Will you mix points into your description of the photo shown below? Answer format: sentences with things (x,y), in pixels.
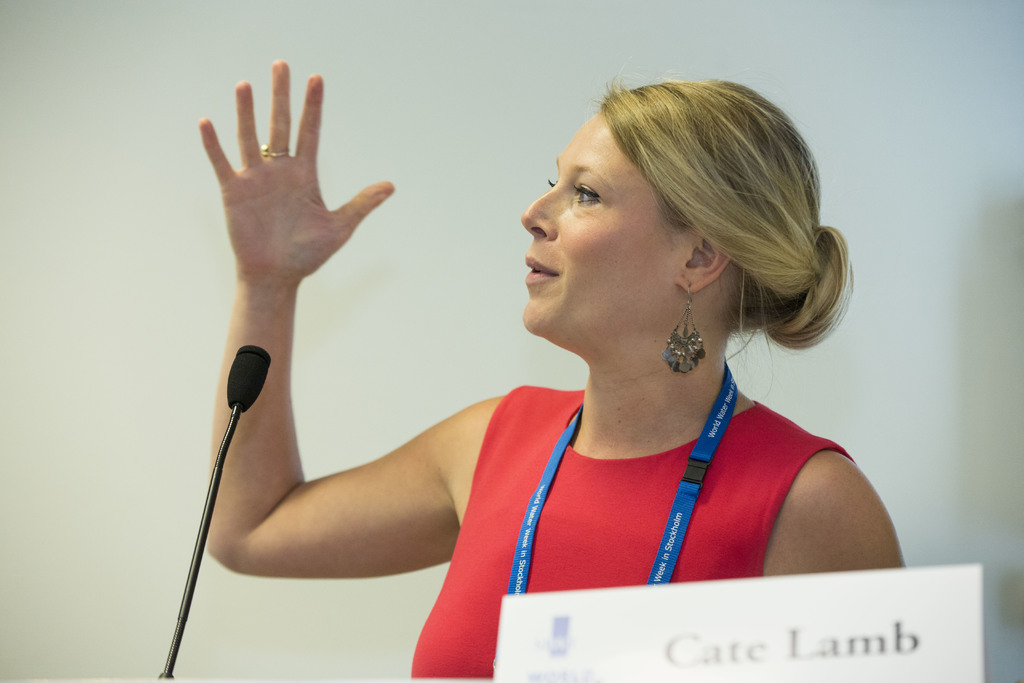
In this image I can see a woman (644,492) wearing red colored dress (604,527). I can see a microphone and a white colored board (686,591) in front of her. I can see the white colored blurry background (485,224).
